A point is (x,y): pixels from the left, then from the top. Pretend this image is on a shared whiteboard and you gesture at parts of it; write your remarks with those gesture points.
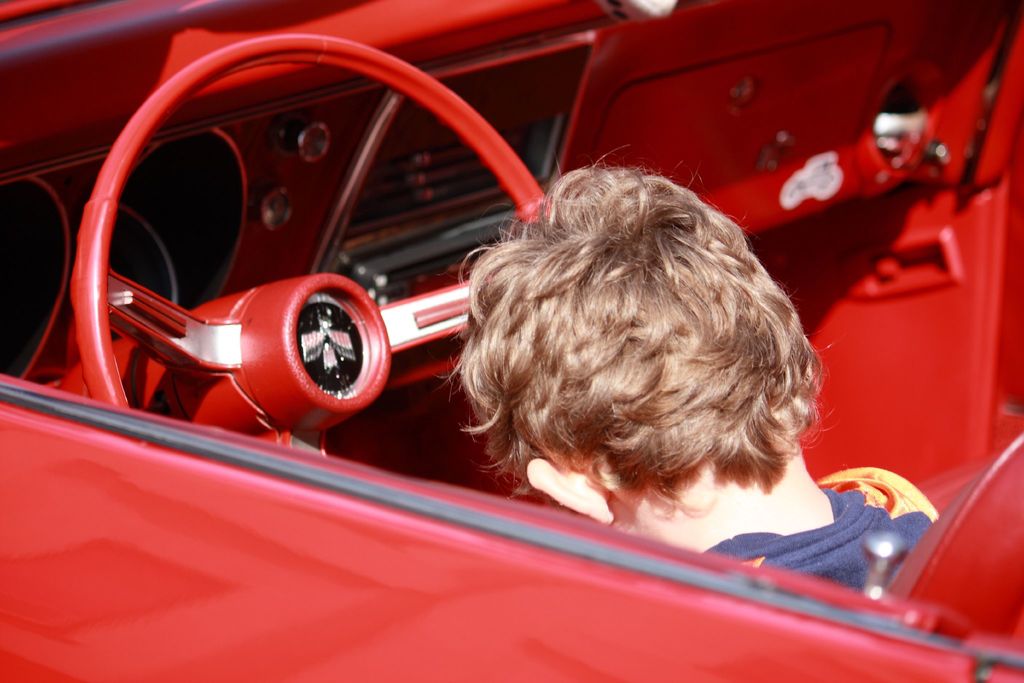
In this image I see a child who is in a vehicle (832,51) and the vehicle (22,205) is of red in color.
